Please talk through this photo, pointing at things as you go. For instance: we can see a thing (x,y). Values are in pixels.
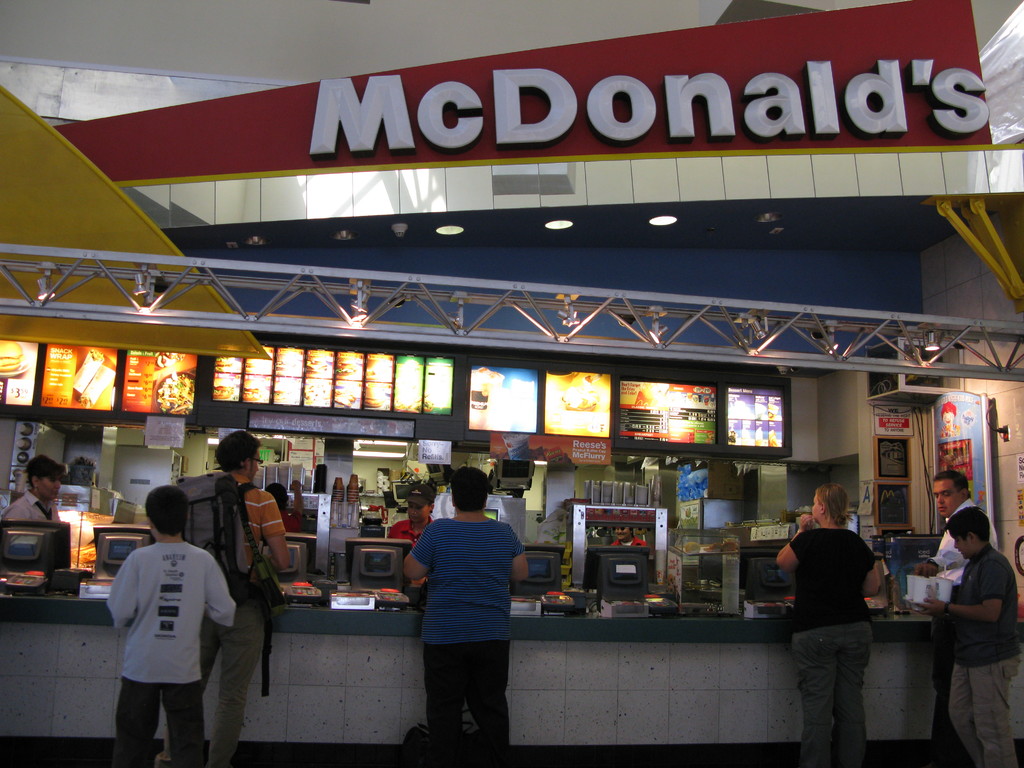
In this image in the center (484,337) there is one store (660,612), and there are some people (233,612) standing. And in the store (588,651) there are some cups (351,504), boards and some boxes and some other objects (600,497). And in the center (537,386) there are some boards (364,402), screens (672,411) and pole (904,331). At the top of the image (370,117) there is board (928,115), on the board (901,127) there is text (901,127) and some lights (352,236) and at the top (421,11) there is ceiling (553,13).
